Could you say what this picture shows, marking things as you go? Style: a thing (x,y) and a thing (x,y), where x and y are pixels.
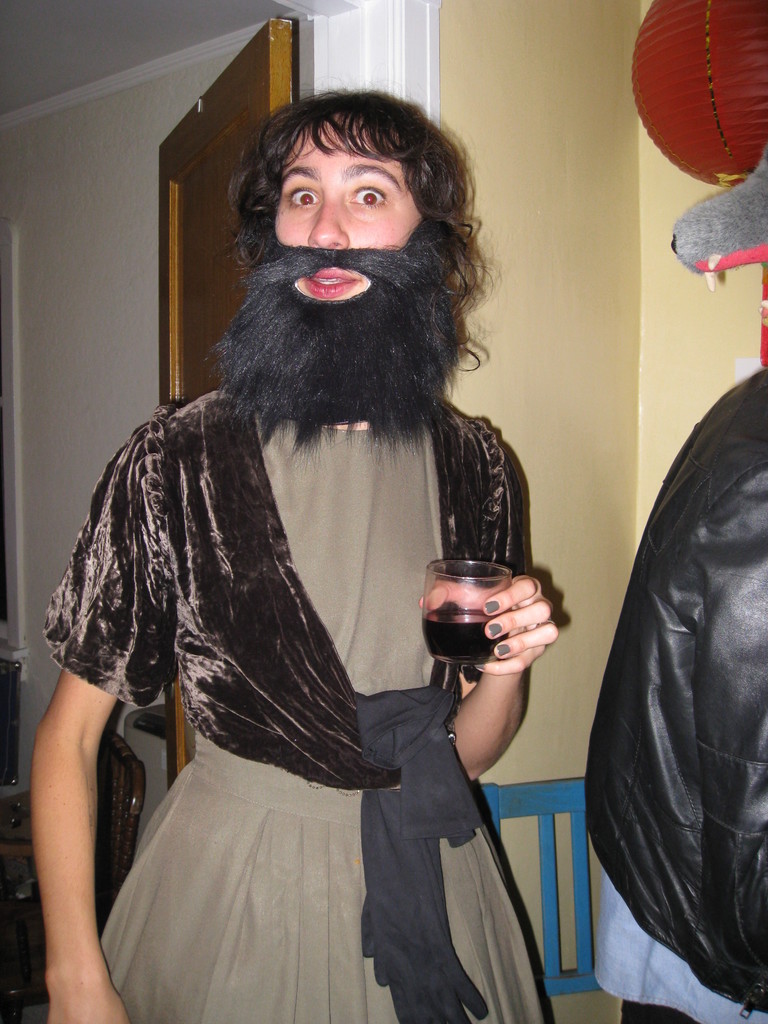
In this image in the foreground (379,487) there is one person (347,404), who is holding a glass (495,641) and in the glass (476,637) there is some drink (474,653). And in the background (535,213) there is a wall (580,325), door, on the right side (691,698) there is another person (697,438), wall (649,446) and toy (700,247) and some other objects (4,829) in the background (556,805).
